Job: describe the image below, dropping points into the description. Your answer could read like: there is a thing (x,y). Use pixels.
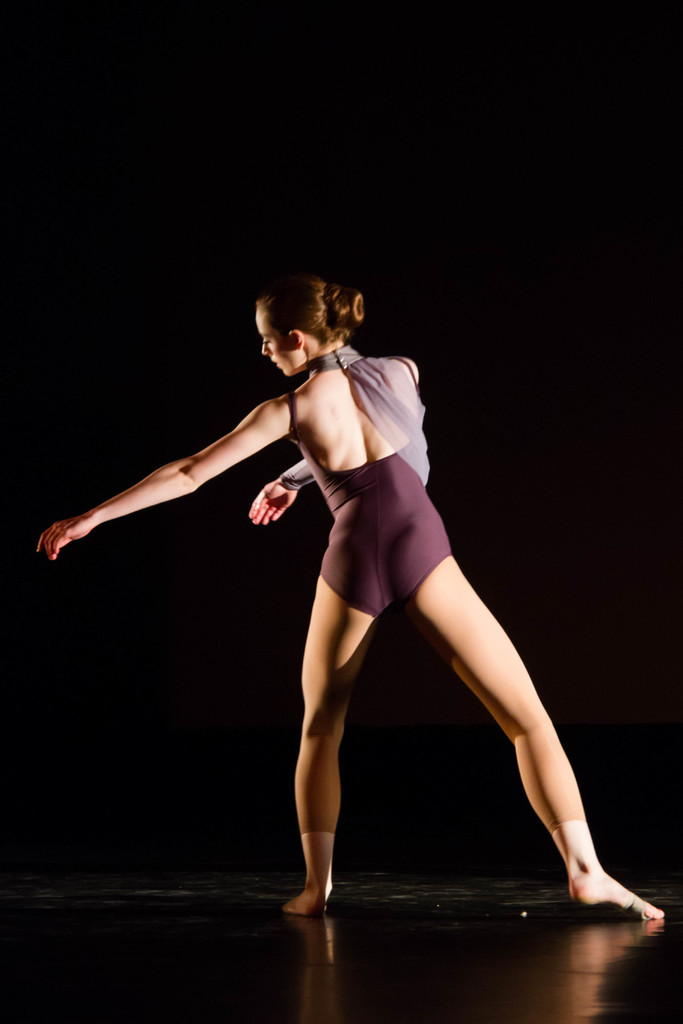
In this image we can see a lady person (334,545) wearing leotard (346,587) dancing on floor (381,903).
